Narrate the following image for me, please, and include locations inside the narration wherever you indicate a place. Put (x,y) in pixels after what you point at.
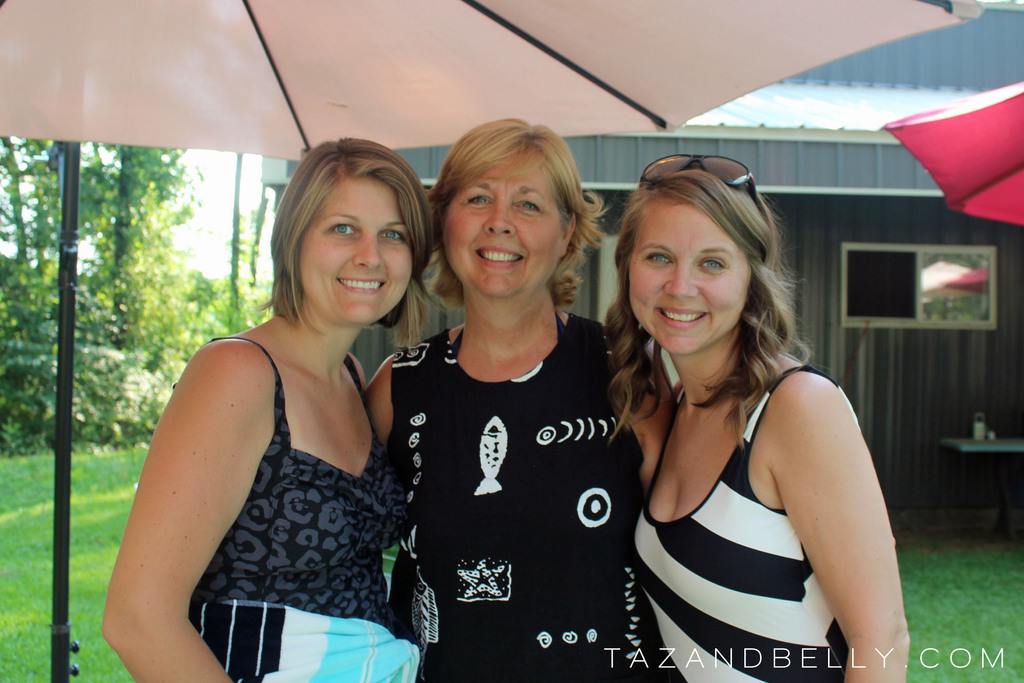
This picture shows few women (534,137) standing with a smile (694,309) on their faces (649,294) and we see spectacles (722,186) on one of the woman's head (747,226) and we see a house (807,94) and couple of umbrellas (678,45) and a table (1009,446) and we see trees (114,413) and grass (106,476) on the ground (96,491).
